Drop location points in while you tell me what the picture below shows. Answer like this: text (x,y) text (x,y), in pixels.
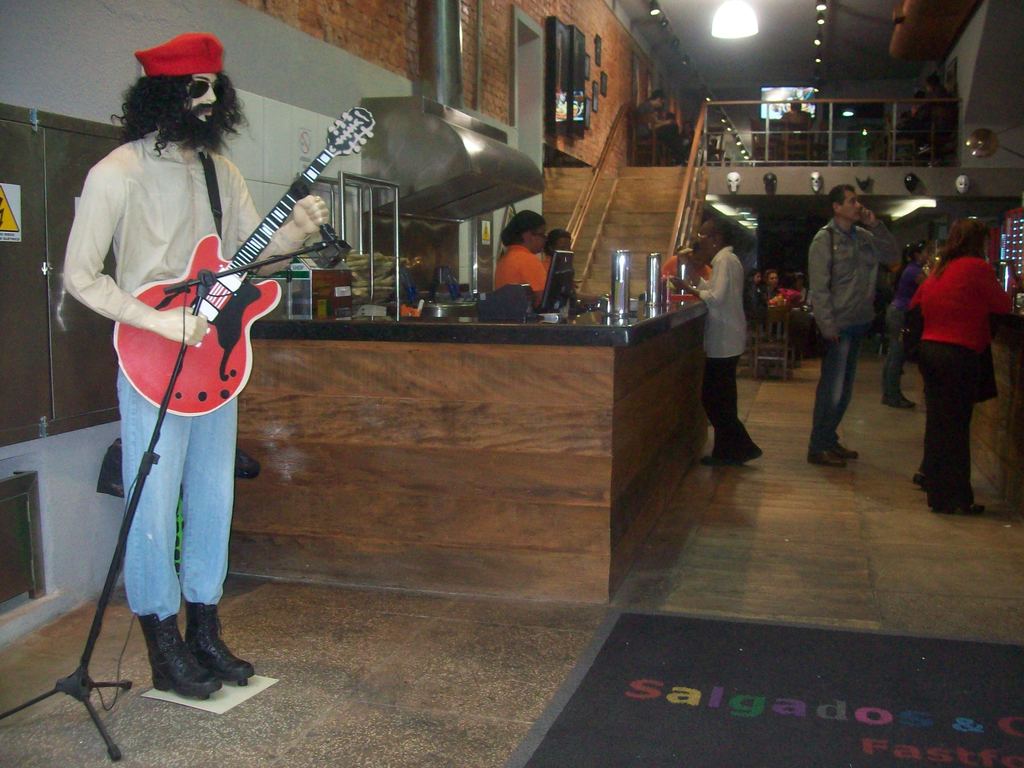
There is a statue (199,169) of a person (150,184) wearing red cap (178,53) and goggles (202,91) and holding a guitar (284,209) and mic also a mic stand (212,273). There are some persons (866,257) standing in the background (550,258). There is a table (587,325). On the table (603,333) there are many items (628,289) kept like jug (627,270). There is a staircase (632,190) in the background (618,185) and there is a brick wall (614,105). On the wall (627,97) there are photo frames (589,76). There is a light (741,20) on the ceiling (773,24).
